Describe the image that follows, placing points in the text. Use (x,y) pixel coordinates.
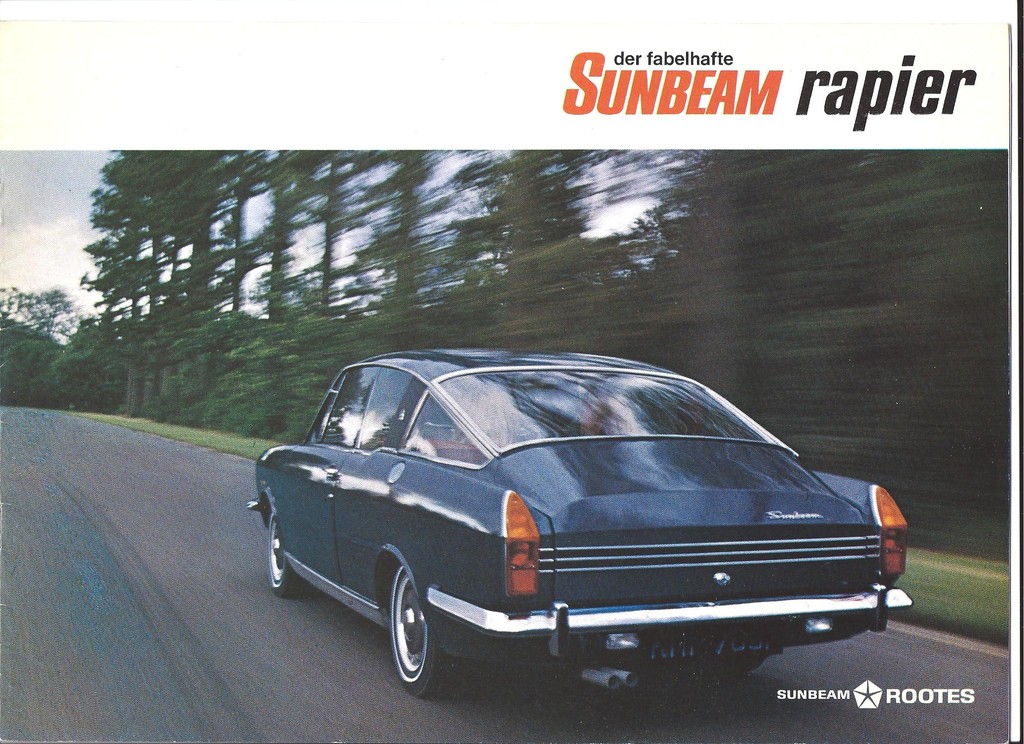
In this image there is a fast moving car (370,525) on the road (125,617). In the background (184,292) there are trees (290,281). At the top (52,202) there is sky (47,215).
